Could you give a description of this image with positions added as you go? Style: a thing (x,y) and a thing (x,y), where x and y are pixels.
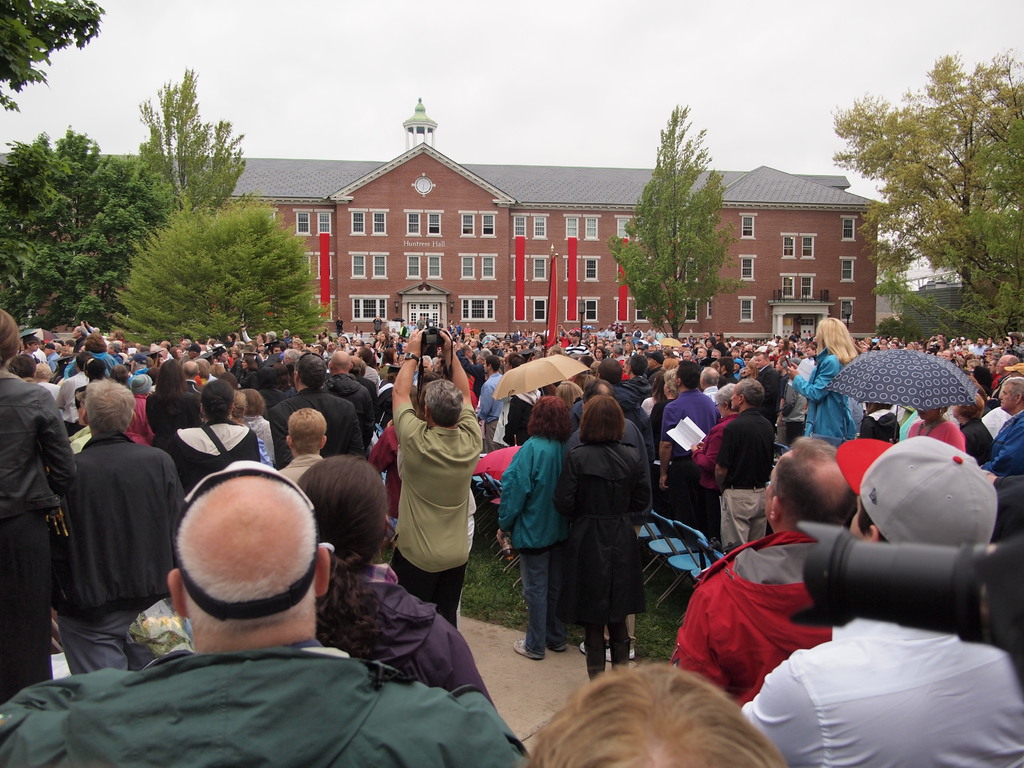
In this image there are group of persons (439,489) standing. On the right side (912,424) there is a person (926,429) standing and holding an umbrella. In the background (386,240) there are trees (959,245) and there is a building (586,243) and the sky (559,162) is cloudy.
